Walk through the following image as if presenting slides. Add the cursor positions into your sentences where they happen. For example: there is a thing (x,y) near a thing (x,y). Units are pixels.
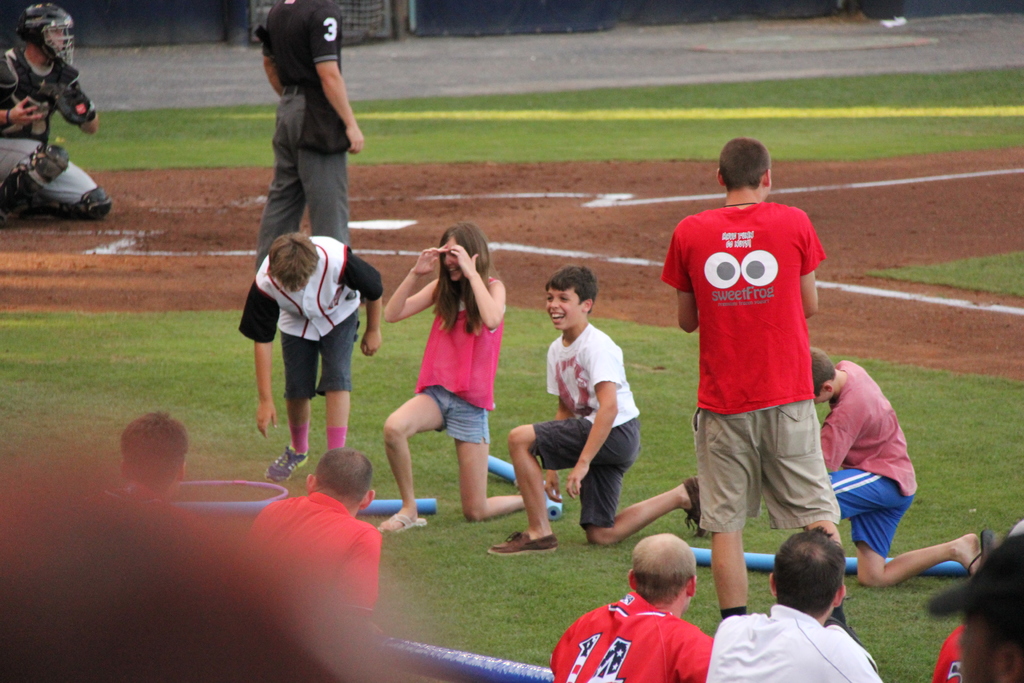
In this image there are few people (428,291) laying on their knees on a ground (899,123) and few (741,342) are standing on the ground (426,459).
